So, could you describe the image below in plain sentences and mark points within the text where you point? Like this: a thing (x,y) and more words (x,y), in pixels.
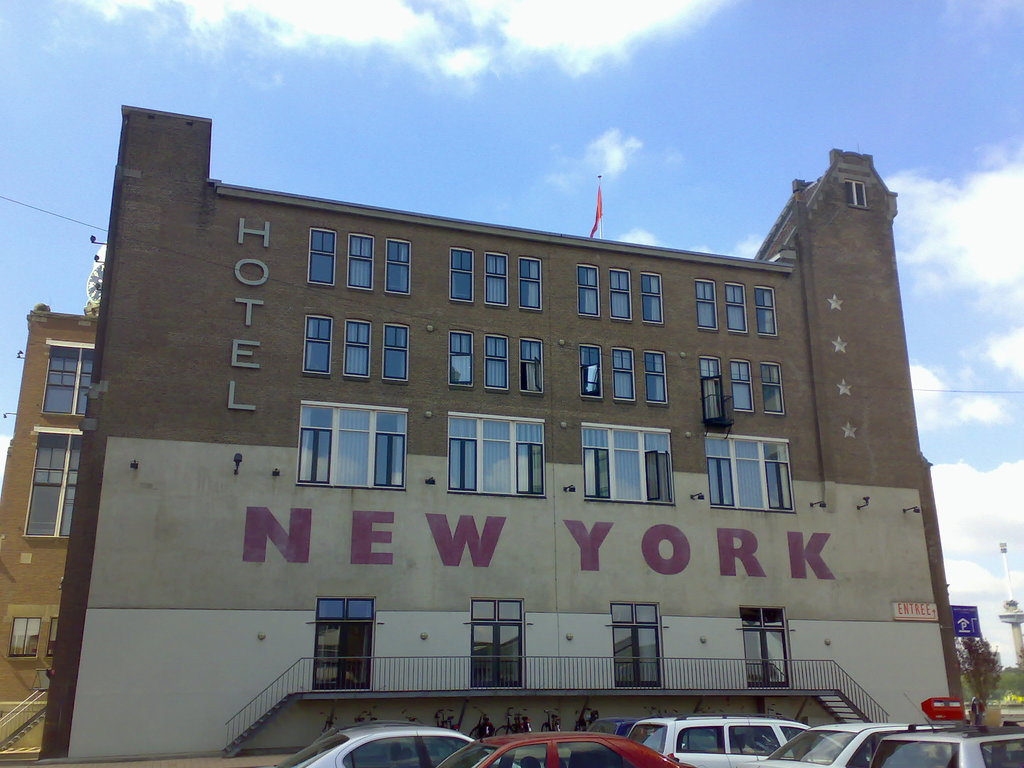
In this picture we can see vehicles (708,736), name boards (921,618), fence (427,667), buildings (911,653) with windows (585,377) and some objects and in the background (544,82) we can see trees (974,651) and the sky (513,78) with clouds (510,28).
